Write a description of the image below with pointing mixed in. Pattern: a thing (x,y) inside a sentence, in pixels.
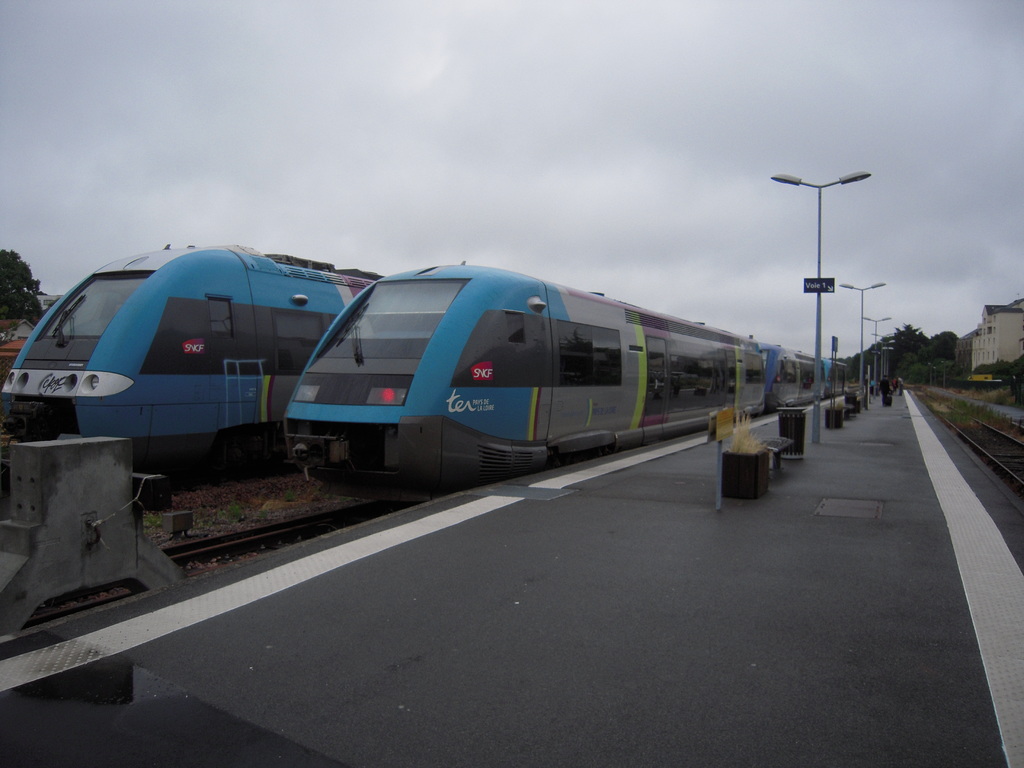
In this image there are two trains (246,354) on the track (324,513). Here there are street lights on the floor (765,503). Few benches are there. In the background (916,362) there are trees (914,354) and buildings (993,359). The sky (334,101) is cloudy.
